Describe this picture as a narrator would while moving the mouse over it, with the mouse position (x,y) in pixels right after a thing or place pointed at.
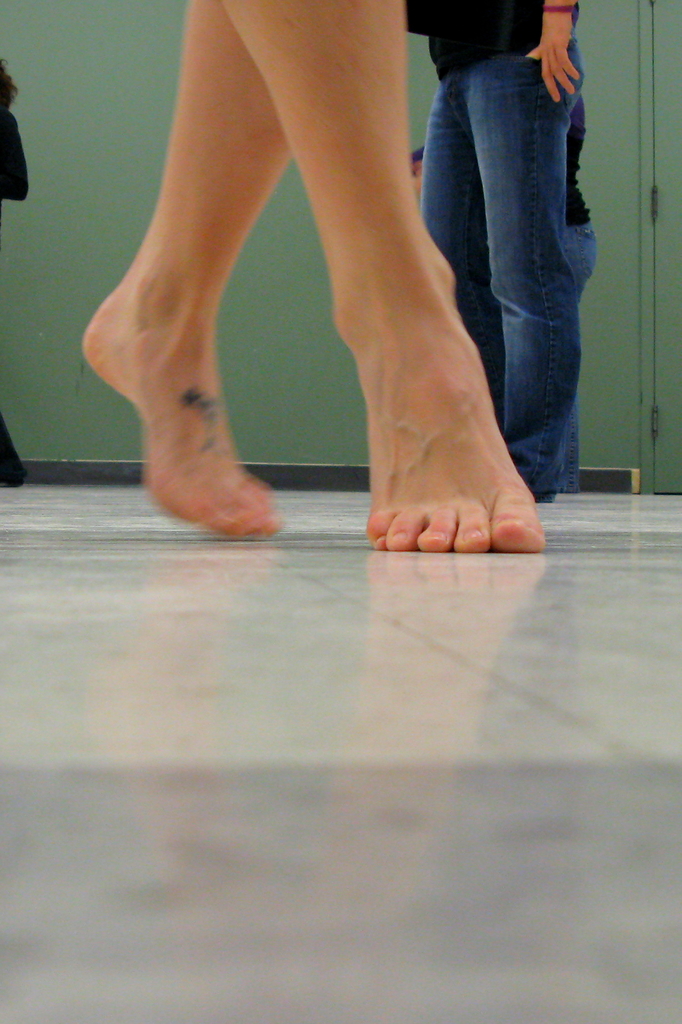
In this image we can see the person's legs (230,240) who is standing on the toes (267,519). In the background (501,114) there is another person (525,219) who is standing on the floor (606,507). Behind the person (507,188) there is a wall (606,133).
